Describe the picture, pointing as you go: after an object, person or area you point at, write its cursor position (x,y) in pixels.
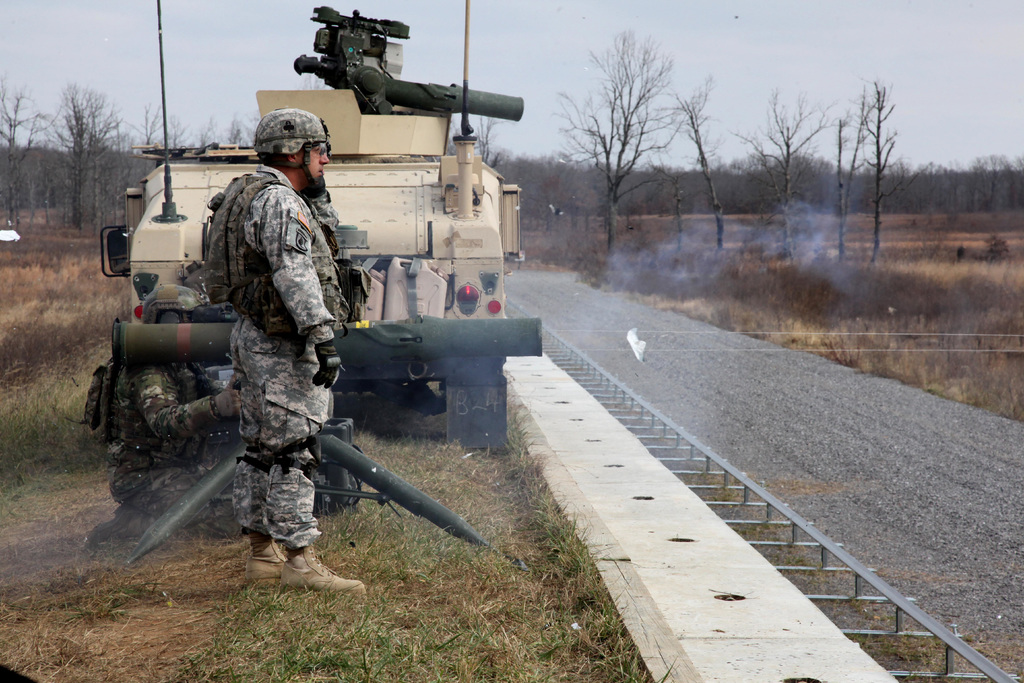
On the left side of the image (281,253) we can see vehicle (322,114), missiles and persons (239,386). On the right side of the image (995,571) we can see trees (851,179) and stones (847,454). In the background (704,183) we can see trees (587,138), grass (50,278), plants (985,298) and sky (653,75).
